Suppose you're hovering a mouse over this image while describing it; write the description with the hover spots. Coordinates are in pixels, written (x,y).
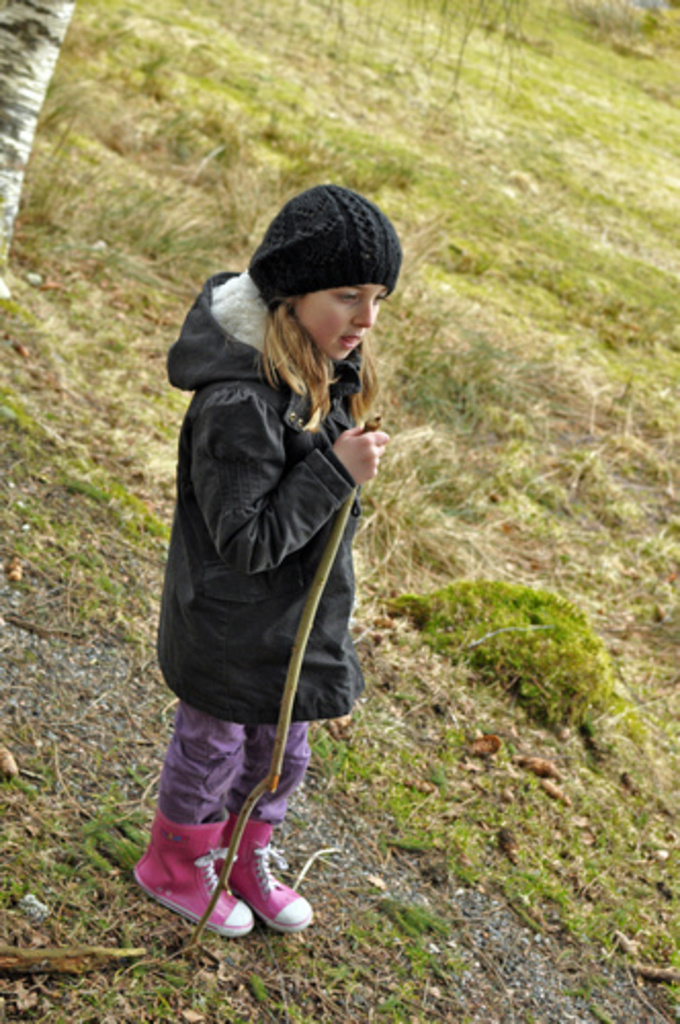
In this picture we can see a girl (173,552) wore a cap (275,254), jacket (308,551), shoes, holding a stick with her hand (340,445) and standing on the ground (333,954) and in the background (132,74) we can see the grass (459,180).
